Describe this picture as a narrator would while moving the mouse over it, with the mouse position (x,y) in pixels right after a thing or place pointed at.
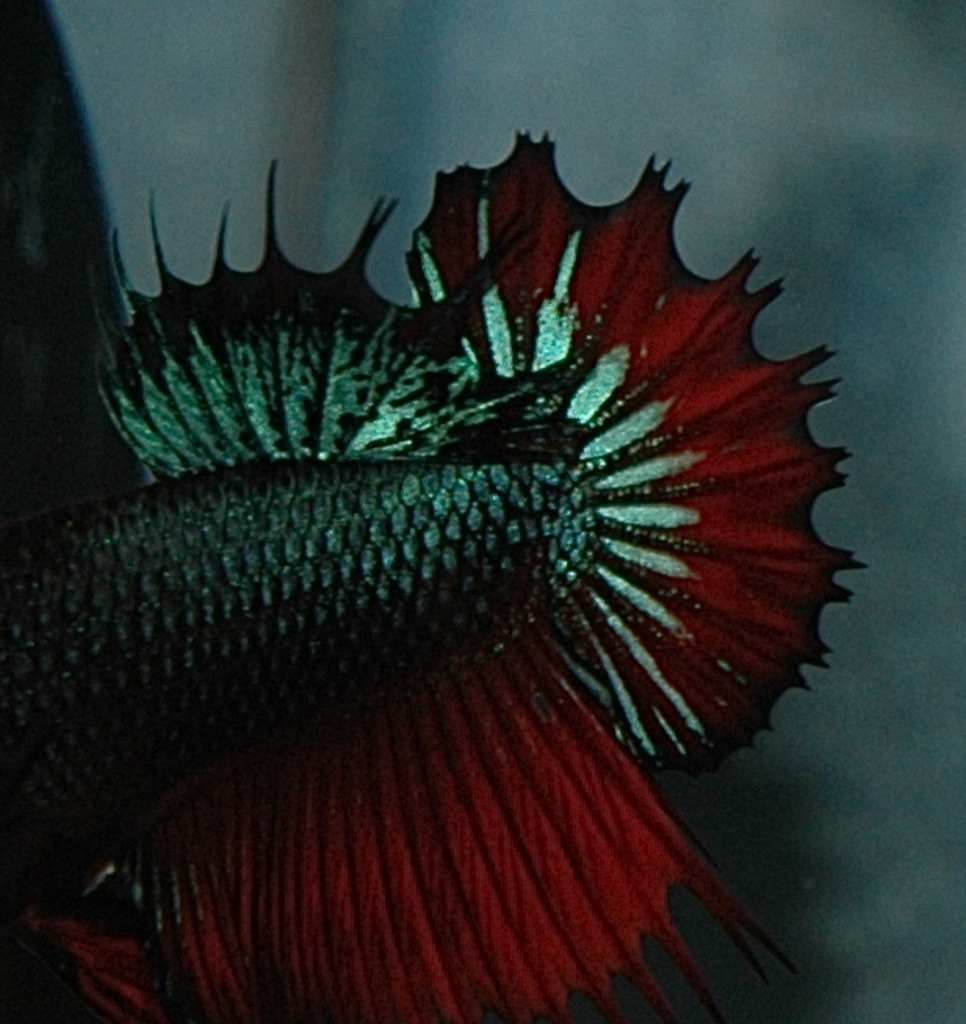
In this image we can see red fins (223,868) of a fish (288,636).
